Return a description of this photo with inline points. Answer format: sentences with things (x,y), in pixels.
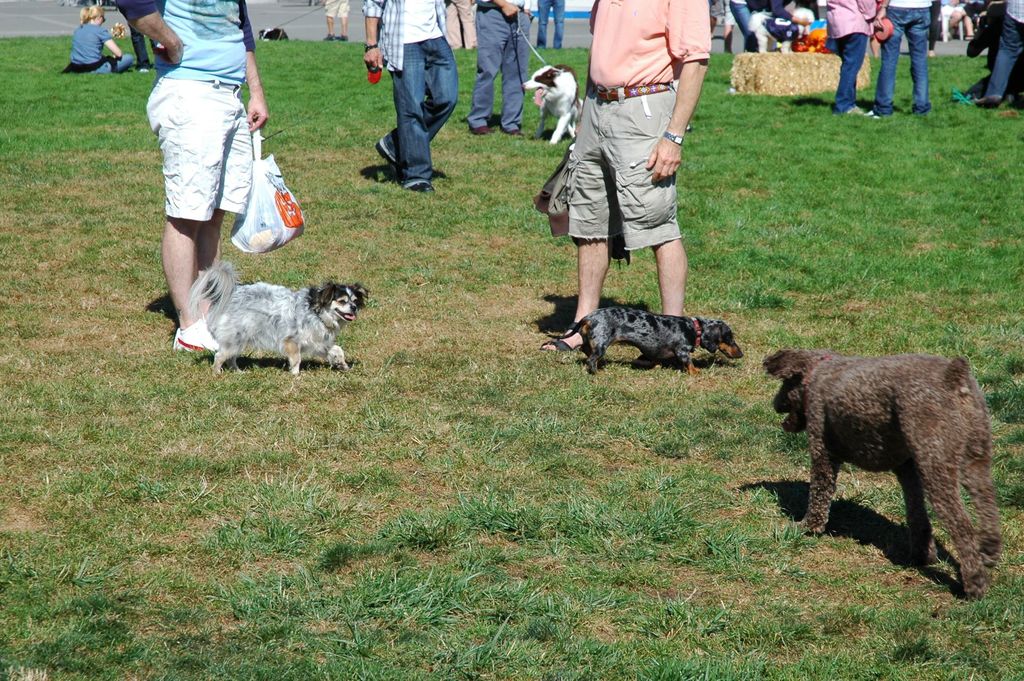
In this image I can see there are few persons (864,19) standing on the ground (442,509) I can see few animals (607,330) visible.
